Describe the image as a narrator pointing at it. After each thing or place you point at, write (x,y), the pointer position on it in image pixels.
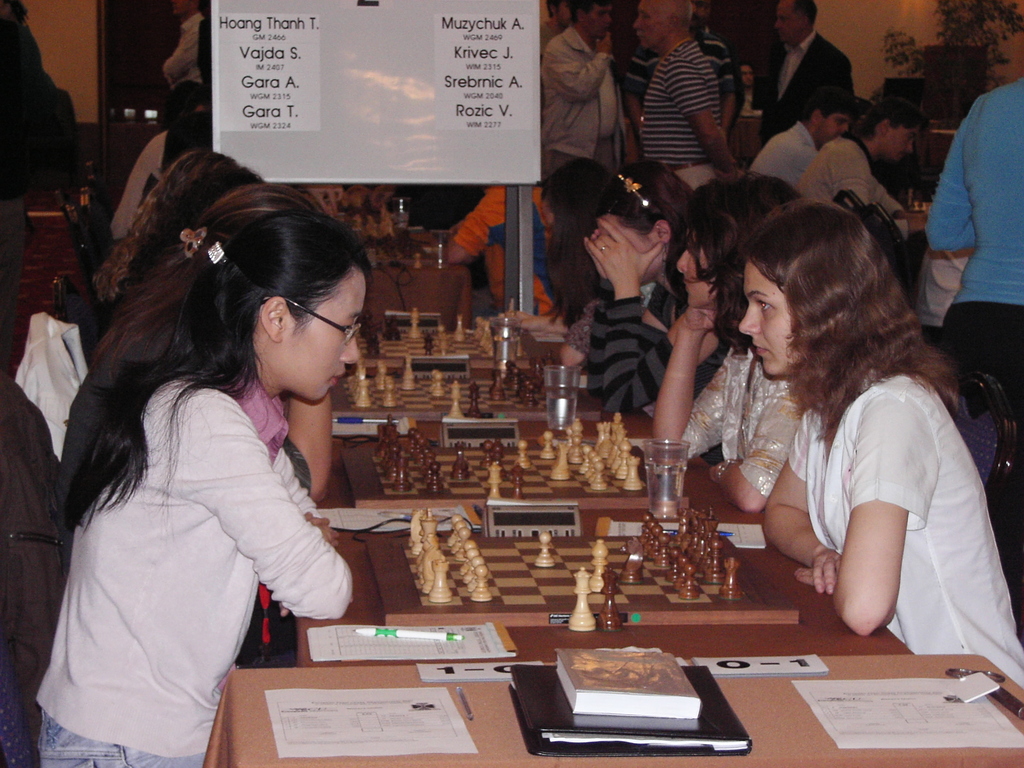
In this image I see people (1021,167) who are sitting on chairs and few of them are standing and I can also see there are tables (241,731) in front of them on which there are chess boards (733,605) and coins (679,565) on it and I can also see few devices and glasses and I see papers (330,649) and books (635,685) over here. In the background (264,7) I see the board (233,122) and few names (445,27) on it.
